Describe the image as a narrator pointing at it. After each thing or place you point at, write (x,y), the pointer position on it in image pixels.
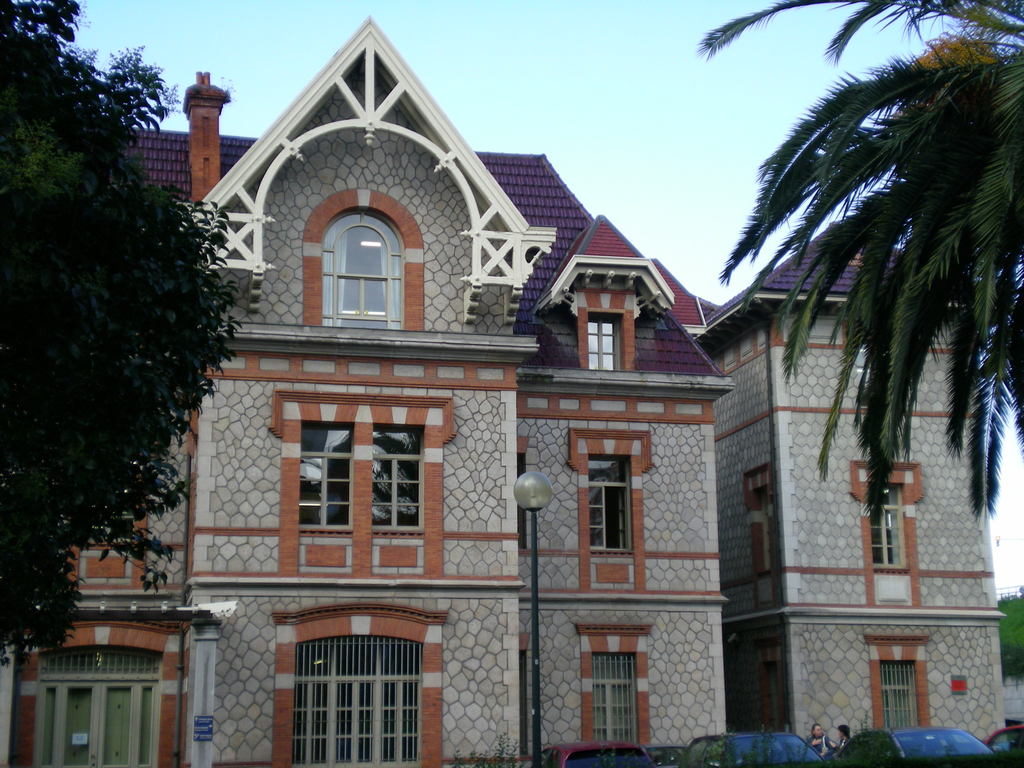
In this picture there are houses (487,291) in the center of the image (487,291) and there are trees (91,191) on the right (884,351) and left side of the image (157,385), there are cars (787,749) at the bottom side of the image (802,756).
